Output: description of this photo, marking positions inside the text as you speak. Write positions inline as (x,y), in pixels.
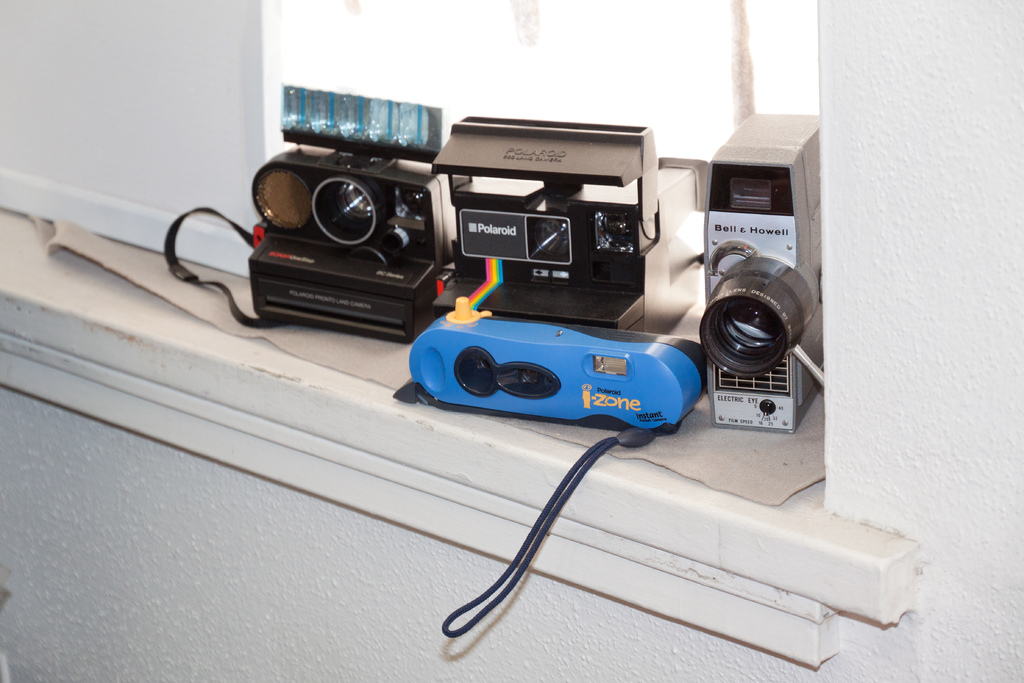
In this image there is a window sill (725,552) with different type of cameras (437,406).
